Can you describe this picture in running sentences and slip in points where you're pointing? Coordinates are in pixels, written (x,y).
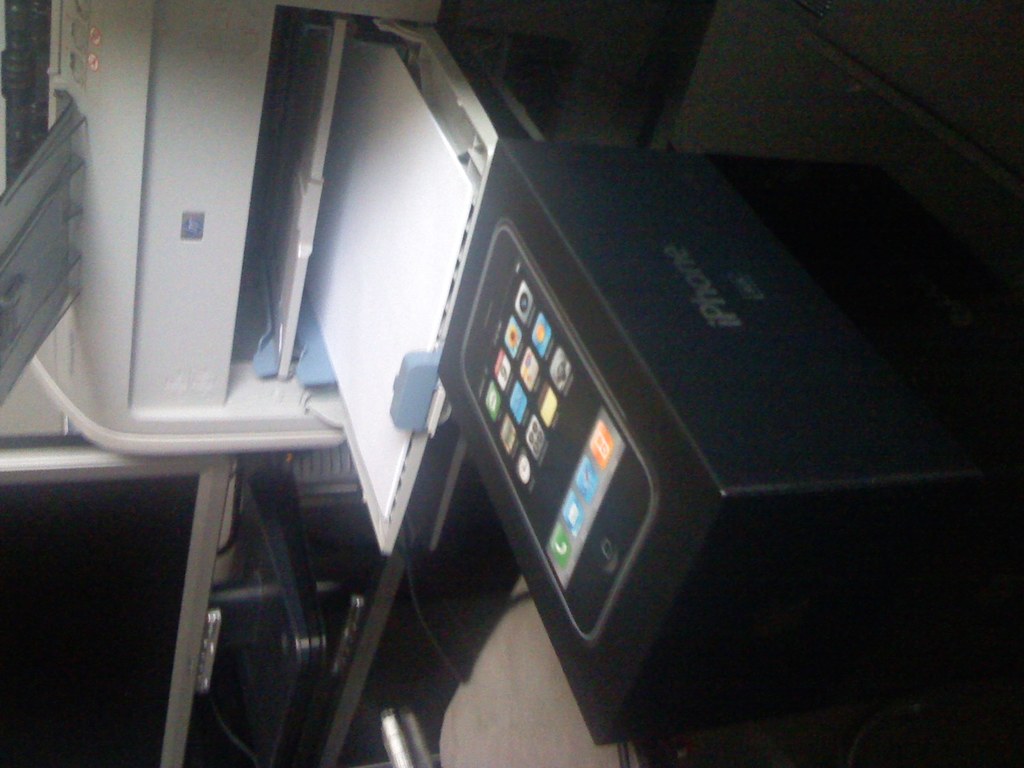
In this image, we can see a printer (312,209) and a mobile phone box (674,563). We can see a monitor (153,577) on the left side (122,569).
